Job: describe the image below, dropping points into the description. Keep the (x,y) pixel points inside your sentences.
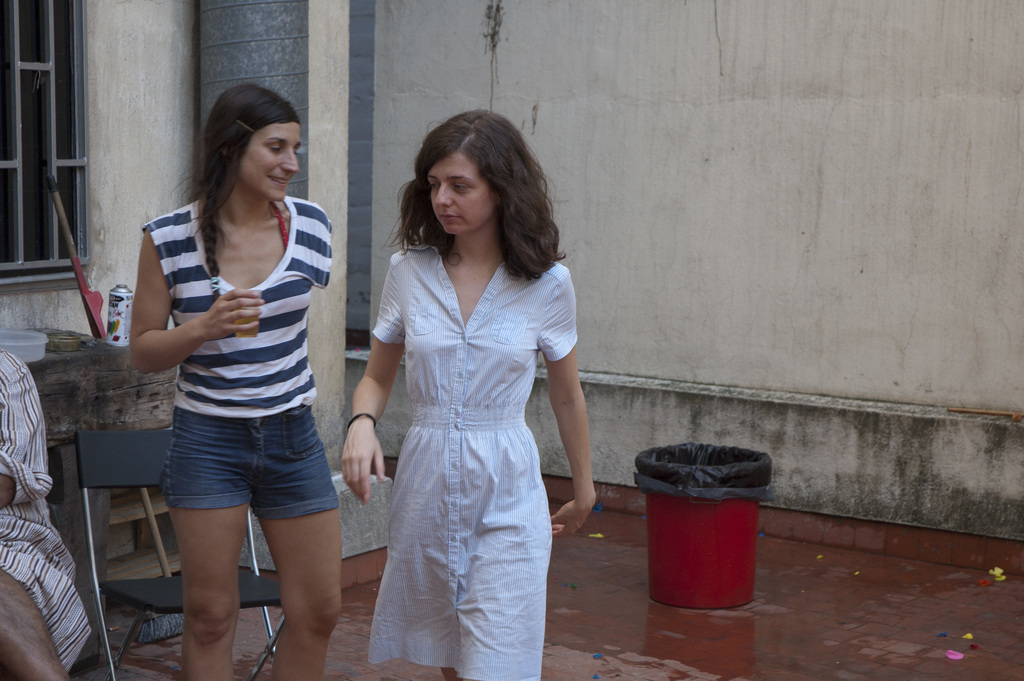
In the background (758,118) we can see wall (427,108), pillar (221,81) and window (66,114). On the table (157,403) we can see few objects (20,342). Here we can see a person (25,579) sitting on a chair (142,457). Near to a chair (134,474) we can see two women (298,287) standing. We can see a trash can (700,543) on the floor (778,578).
